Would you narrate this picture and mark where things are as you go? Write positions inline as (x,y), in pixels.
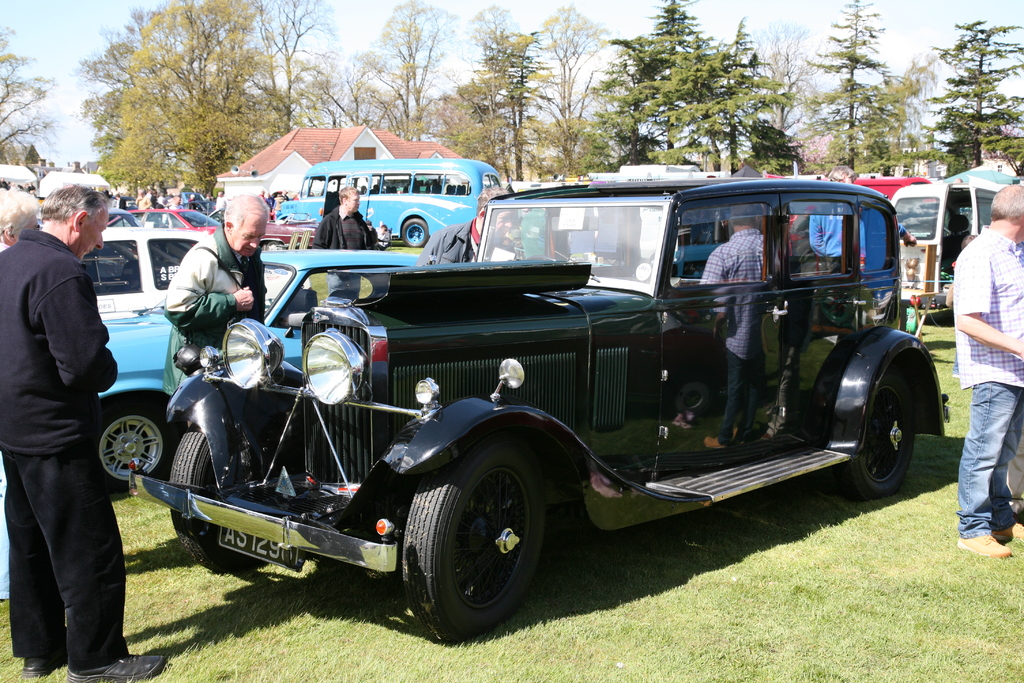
In the foreground of the picture (975,248) there are cars (485,363), people (994,422) and grass (927,556). In the center of the picture (476,259) there are people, vehicles (444,168) and trees (343,94) and there is a building (334,144). Sky (55,27) is sunny.
